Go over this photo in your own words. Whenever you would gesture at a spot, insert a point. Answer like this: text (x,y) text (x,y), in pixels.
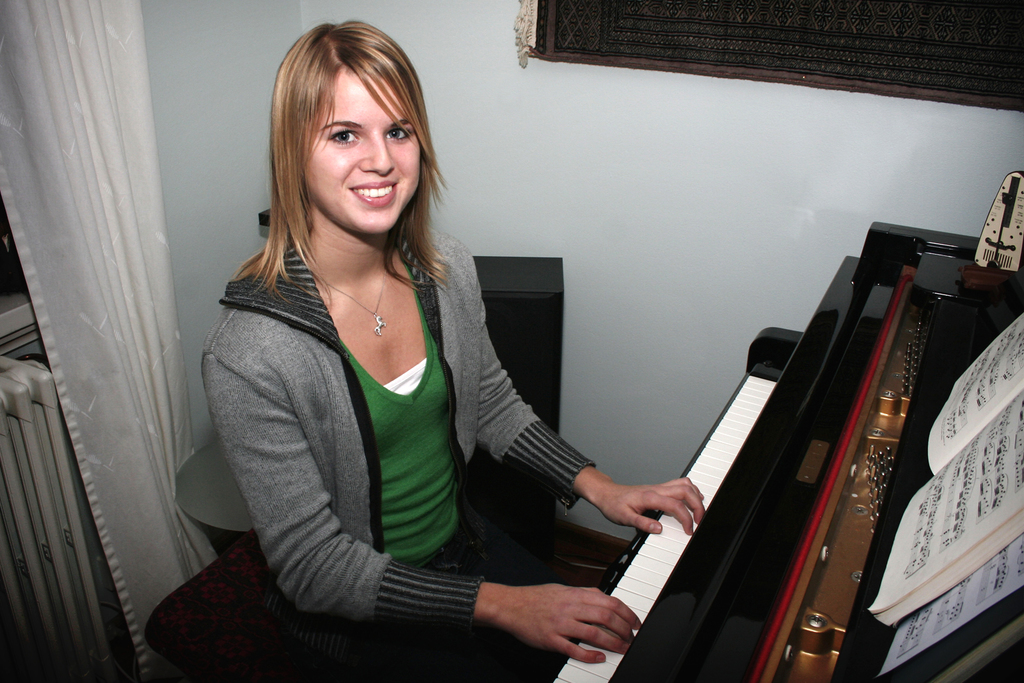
There is a lady person (408,320) in this image who is wearing a green color T-shirt (419,496) and ash color cardigan (472,359) playing a musical instrument (770,493) and at the right side of the image (973,537) there is a book (943,633) and at the left side of the image (34,176) there is a curtain (82,286) and at the back of the image (537,106) there is a wall (544,92) and at the top of it there is a black color curtain (827,41).
